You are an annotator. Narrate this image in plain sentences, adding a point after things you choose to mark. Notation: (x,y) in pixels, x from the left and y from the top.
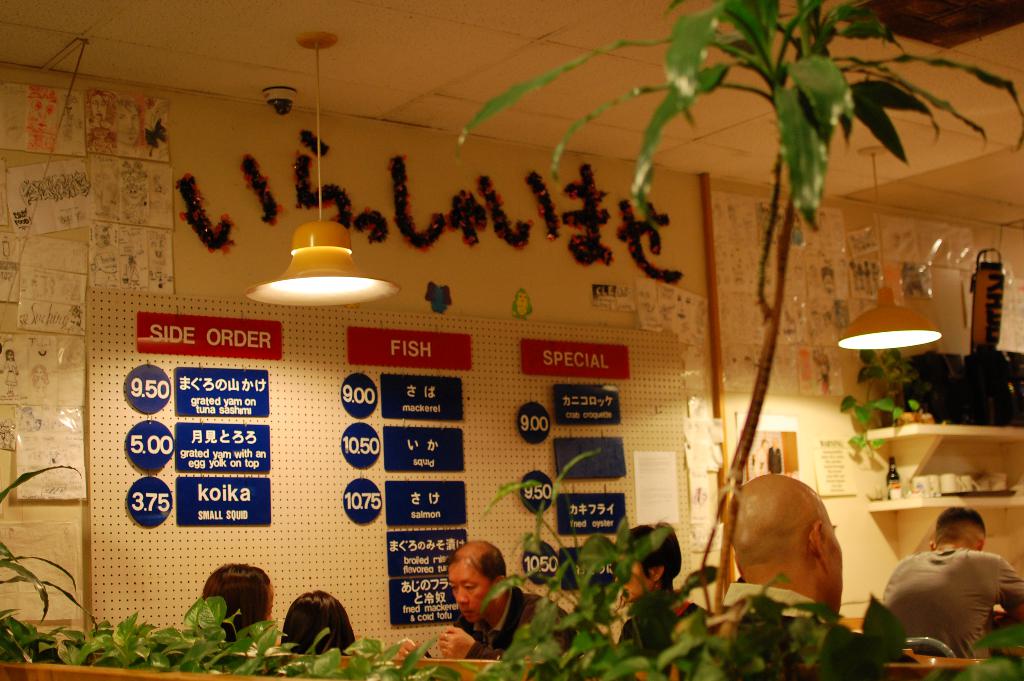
In this image we can see some persons (799,538), lights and other objects (52,669). At the bottom of the image (146,652) there are some plants (136,640). In the background of the image (437,370) there is a wall (501,418), name boards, plants (876,409) and some other objects (892,489). At the top of the image (303,58) there is the ceiling (437,111).
